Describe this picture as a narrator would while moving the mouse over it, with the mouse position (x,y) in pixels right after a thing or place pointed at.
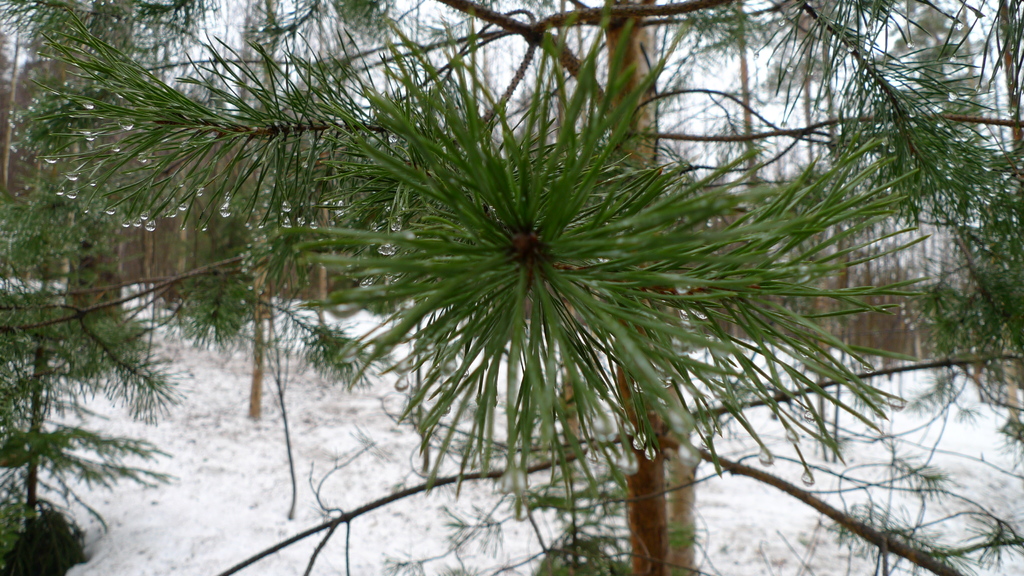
In this picture we can see many trees (486,251). On the bottom (283,478) we can see snow (245,503). Here it's a sky (520,54).
